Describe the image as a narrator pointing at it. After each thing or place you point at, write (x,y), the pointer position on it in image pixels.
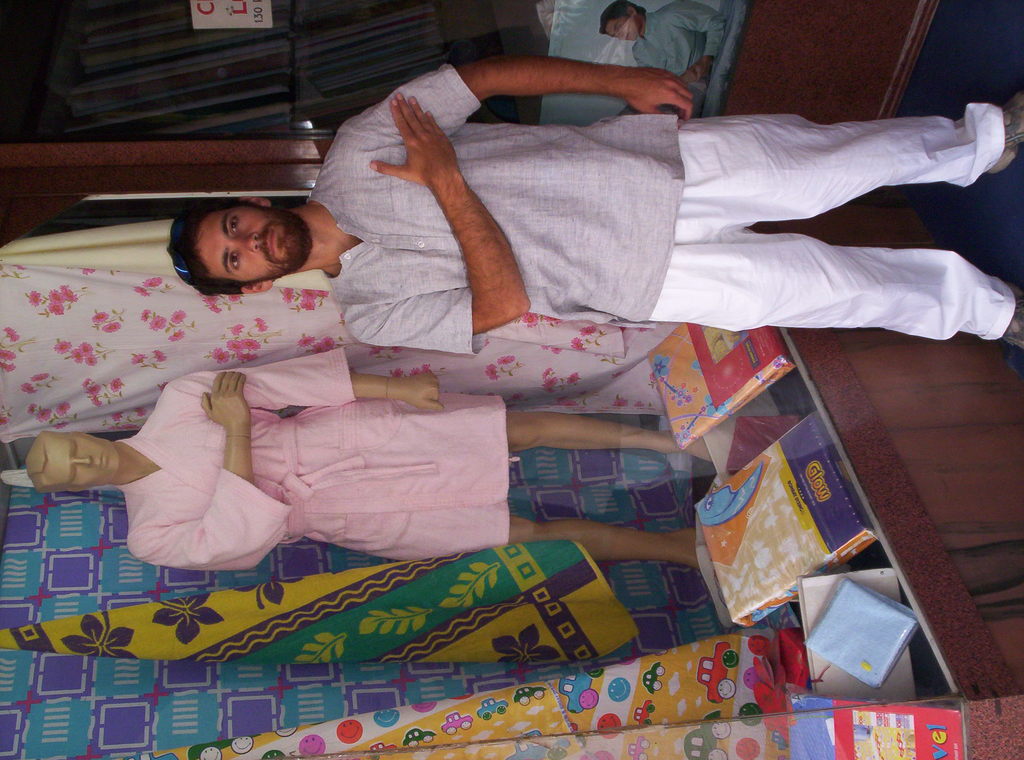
In the given picture, we can see the person (447,107) standing on the floor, after that towards the left (336,441), we can see the artificial statue (560,533) wearing a clothes (267,460), next we can see a few blankets (808,517), finally we can see a few other objects (816,475) displayed towards the right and there is a poster (646,52).
